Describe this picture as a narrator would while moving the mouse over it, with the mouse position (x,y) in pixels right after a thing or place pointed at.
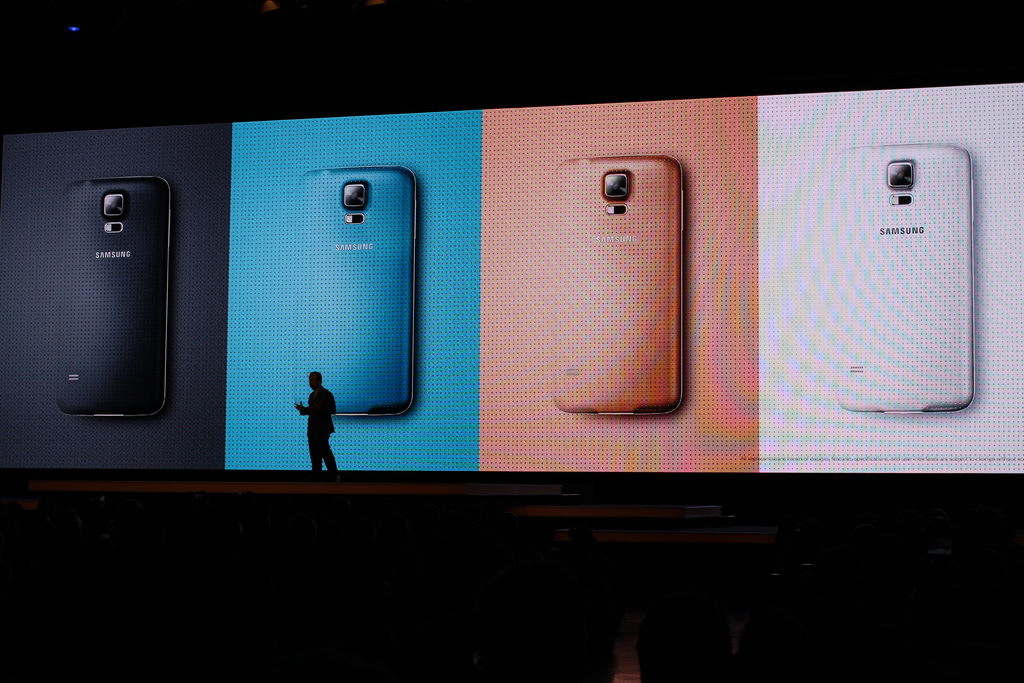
In the foreground of this dark image, there is a man (314,398) standing on the stage (415,491). Behind him, there is a big screen (77,362) and a light (70,27) at the top (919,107).
